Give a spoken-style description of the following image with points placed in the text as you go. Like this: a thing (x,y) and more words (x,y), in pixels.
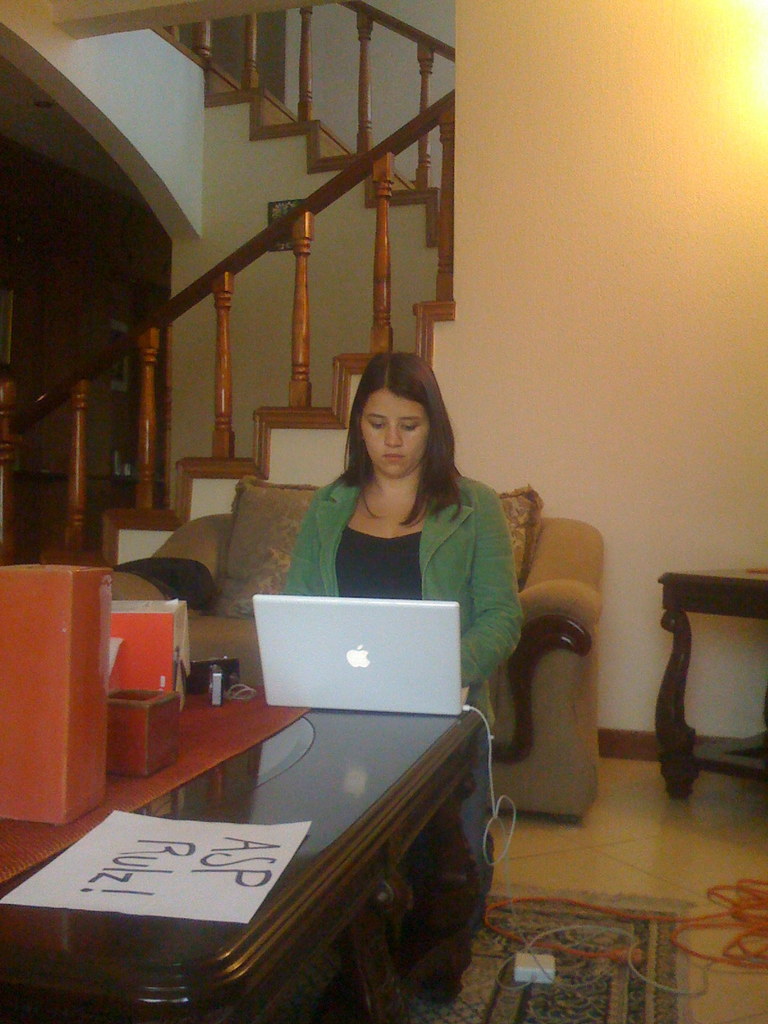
This person (408,588) sitting on the chair (551,594). We can see laptop (398,672), box (50,595), paper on the table (359,861). On the background (650,85) we can see light (739,88), wall (565,104), staircases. This is floor (612,857).
